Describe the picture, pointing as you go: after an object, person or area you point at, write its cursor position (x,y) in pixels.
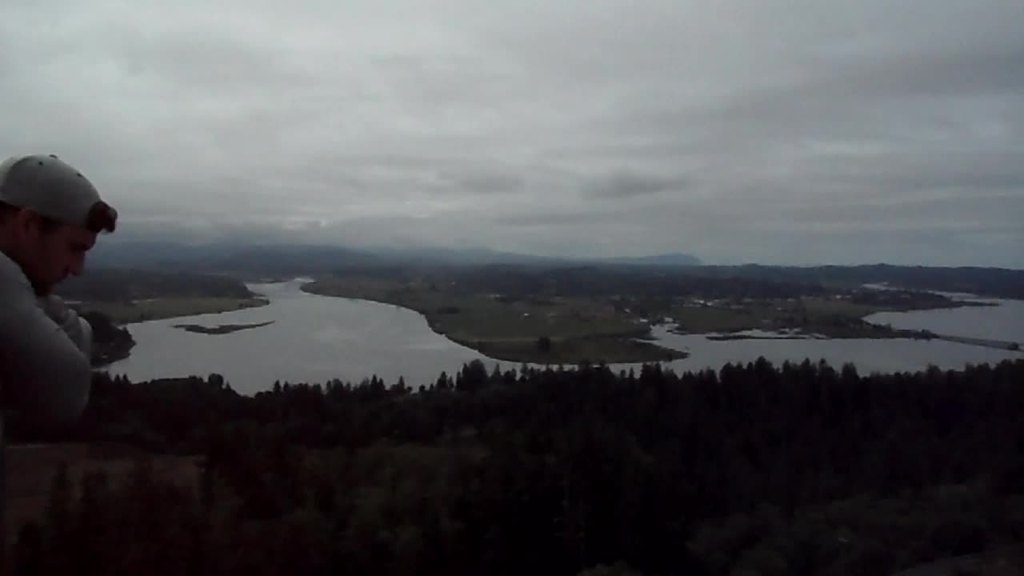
In this image there is a person (59,391), trees (387,406), water (210,321), hills (644,258), and in the background (452,174) there is sky (452,174).
